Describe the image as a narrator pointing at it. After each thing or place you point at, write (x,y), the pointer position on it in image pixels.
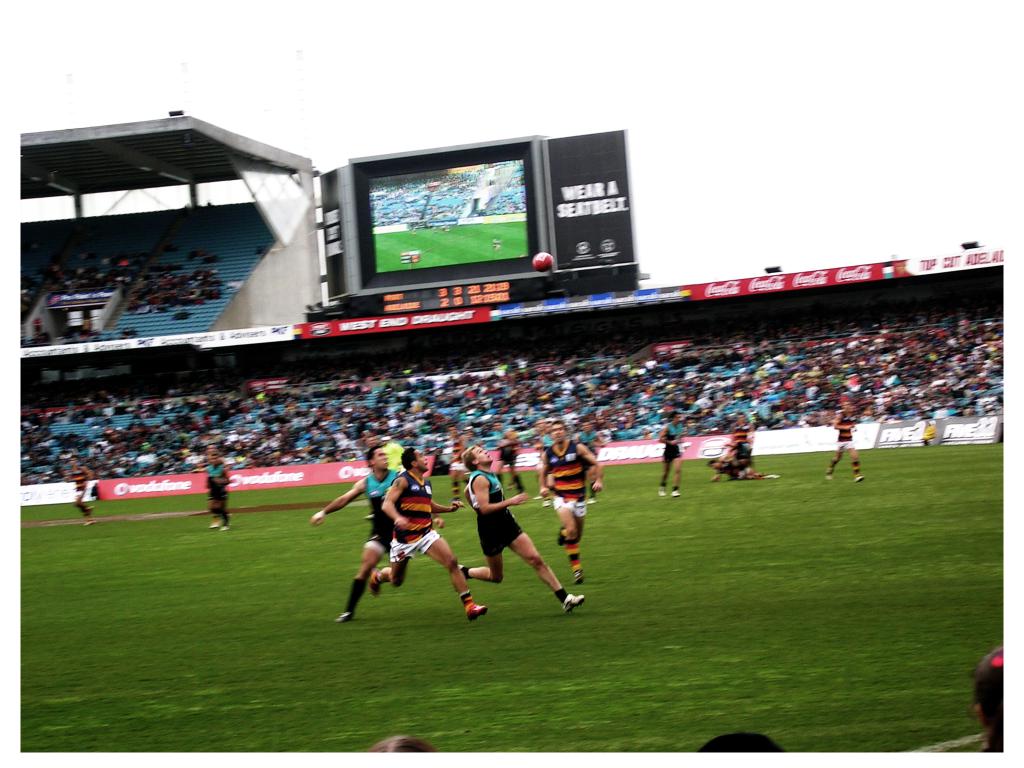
In the middle (584,476) 4 persons (494,533) are running, these people (473,573) are playing the foot ball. At the top (418,228) there is an electronic display (470,266), at the top (608,20) it is the sky (762,79).
